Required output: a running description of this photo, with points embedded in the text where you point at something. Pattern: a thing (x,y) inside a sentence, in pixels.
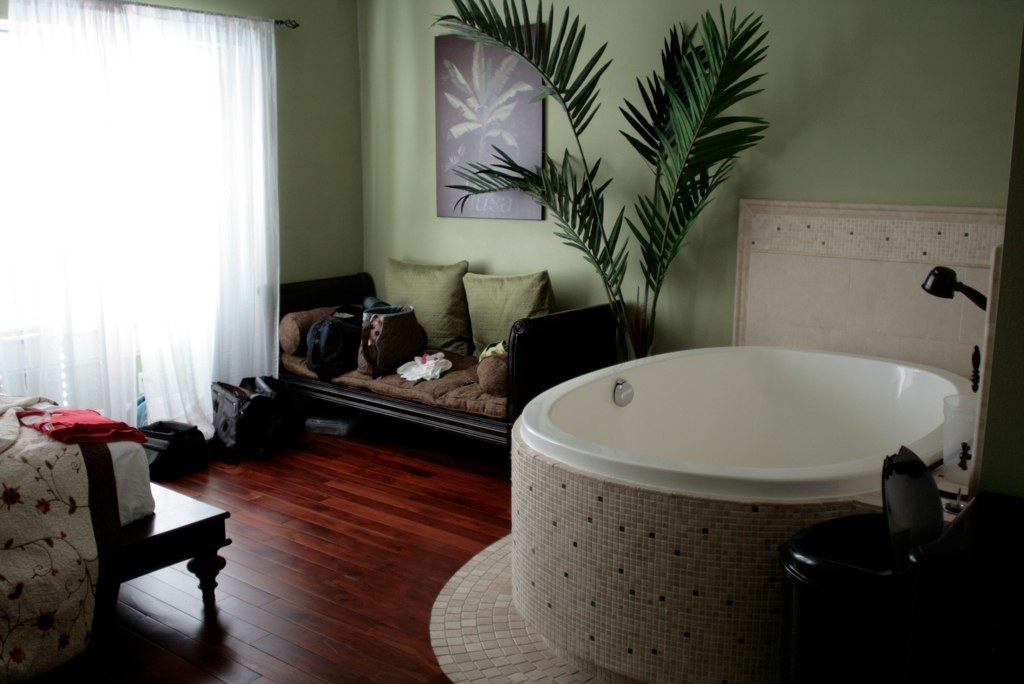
In this picture there is a inside view of the room (322,565). In the front (581,477) there is a white colored tub (832,368) and a dark sofa (465,361) with green pillow (463,315). In the background (93,163) there is a white color curtain (116,348) and black color photo frame (486,119) hanging on the green wall (640,169).
